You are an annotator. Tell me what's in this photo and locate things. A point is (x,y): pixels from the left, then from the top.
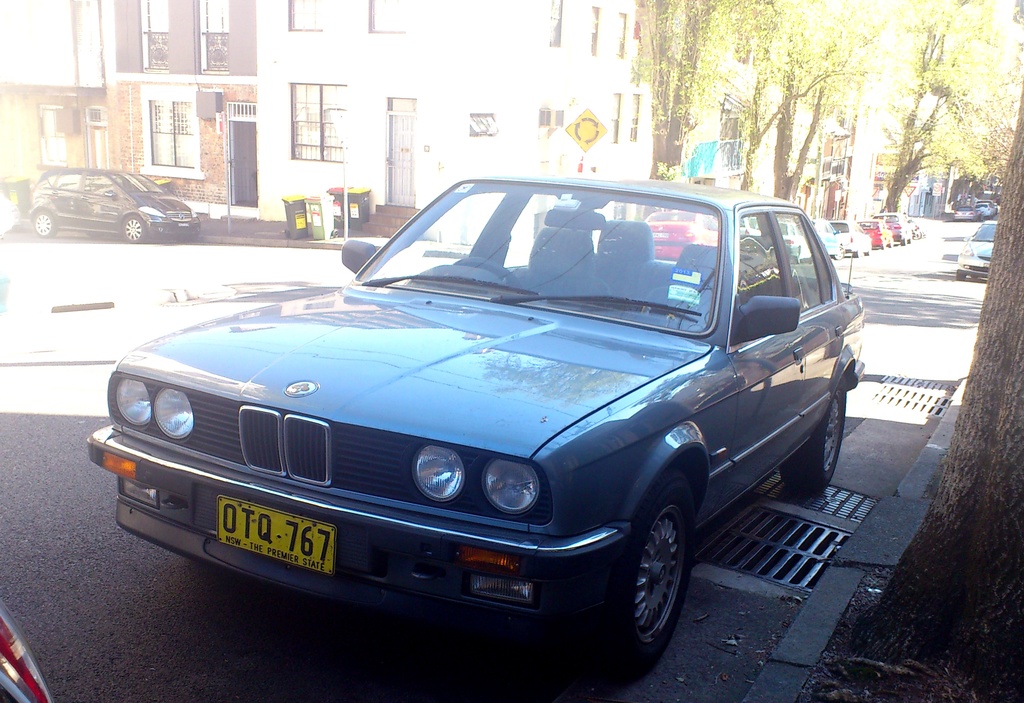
In this picture there are vehicles (482,408) on the road (944,310) and there are buildings (522,139) and trees (955,35) and there are poles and there are dustbins (298,202). At the bottom (693,624) there is a road (848,415) and there are manholes (897,380) on the road (858,396).
